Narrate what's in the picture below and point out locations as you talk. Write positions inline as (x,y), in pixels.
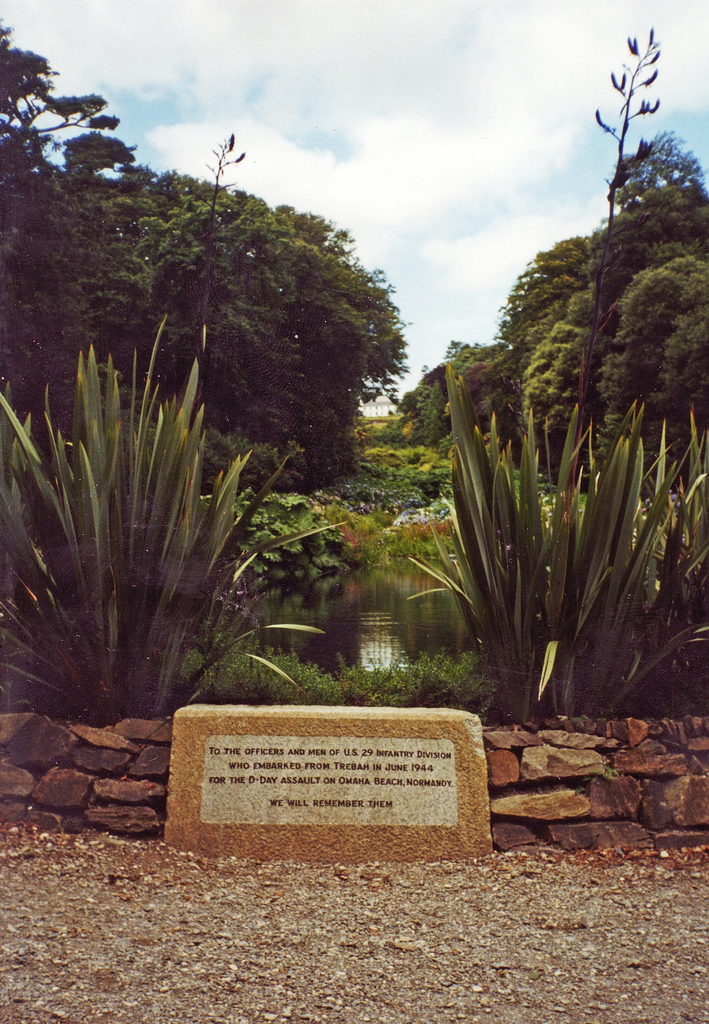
In this image I can see the wall (538,780) which is made up of rocks (116,787), few plants (123,573) and the water (388,604). In the background (603,382) I can see few trees (353,389) and the sky (441,119).
